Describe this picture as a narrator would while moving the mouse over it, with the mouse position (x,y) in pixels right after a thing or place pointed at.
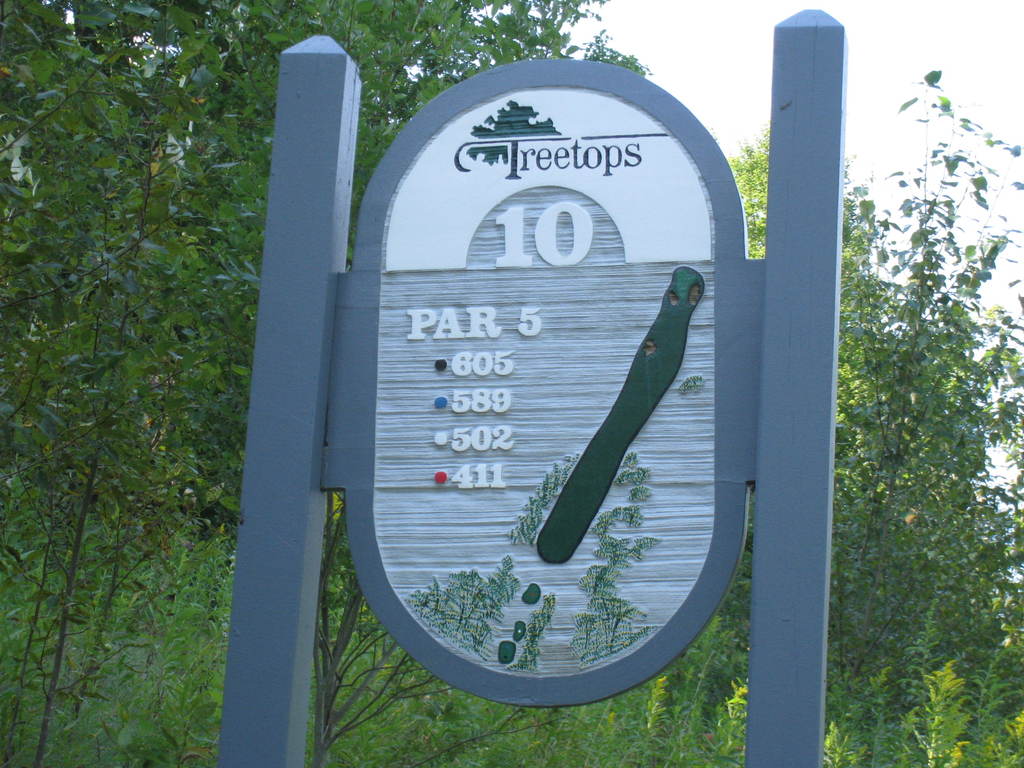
In this picture there is a board (589,178) on the pole (811,500) and there is text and there are pictures (454,606) of trees (527,661) on the board (533,568). At the back (980,334) there are trees (960,352). At the top (707,36) there is sky (679,35).
